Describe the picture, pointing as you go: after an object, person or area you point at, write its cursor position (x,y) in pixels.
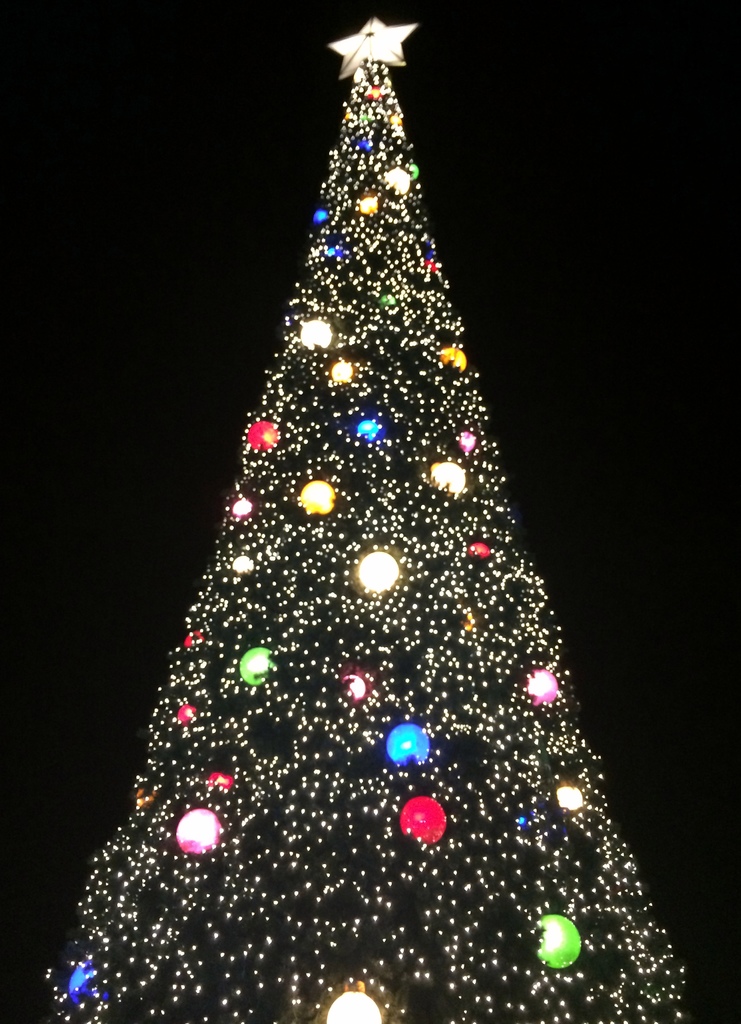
This image consists of a Xmas tree (366,628) made up of lights (378,272). At the top (362,65), we can see a star (356,63). The background (47,580) is too dark.
